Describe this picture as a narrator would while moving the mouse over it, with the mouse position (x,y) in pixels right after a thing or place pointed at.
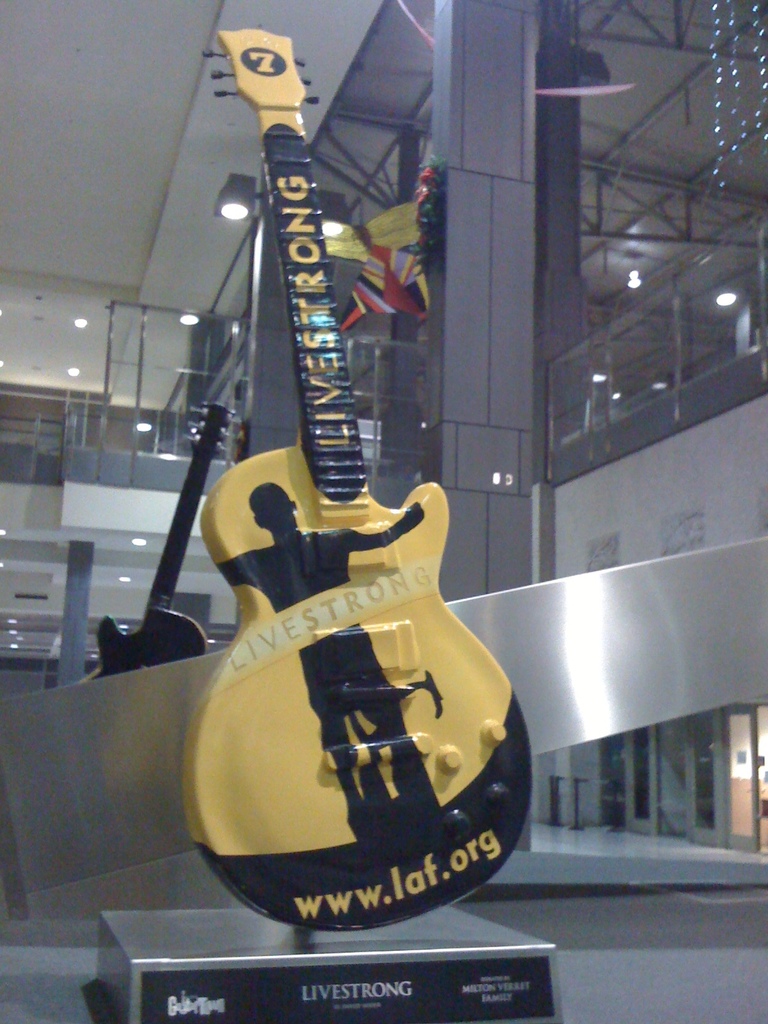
This picture is an inside view of a building (751,645). In the center of the image (287,659) we can see a guitar (422,839). In the background of the image (30,832) we can see the wall (693,489), lights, rods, reflection (570,632) on the glass (33,667). At the top of the image (202,189) we can see the roof (229,308). At the bottom of the image (715,980) we can see the floor (566,903), board (541,991) and doors (718,794).
